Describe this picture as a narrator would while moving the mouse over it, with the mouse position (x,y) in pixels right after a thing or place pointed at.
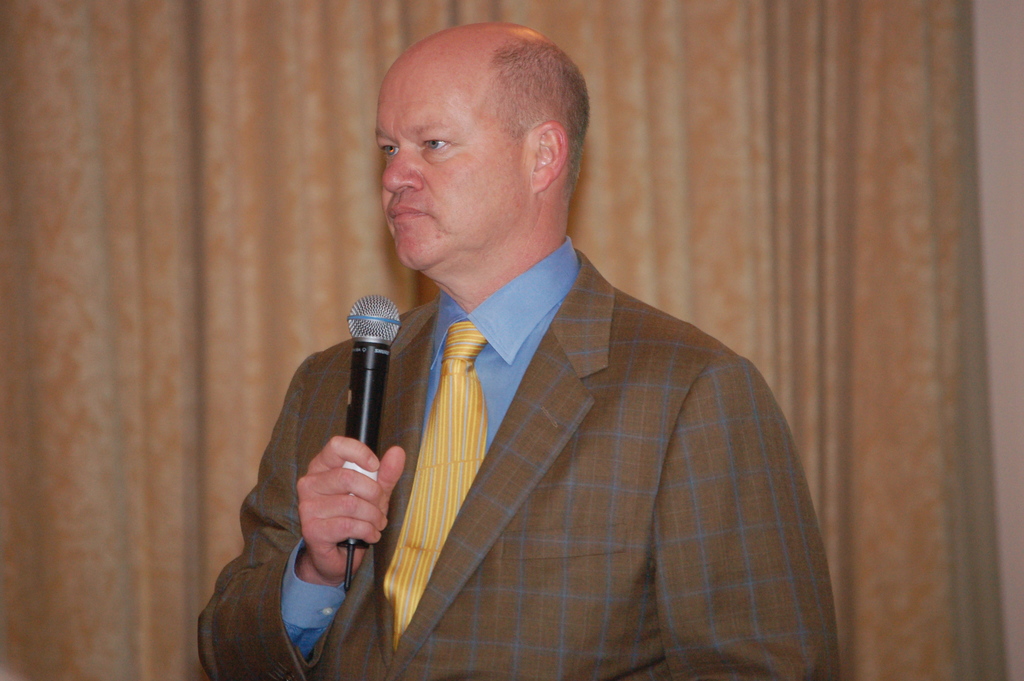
In this image there is a person (505,442) holding a mike (355,378) is wearing a suit (447,580) and a tie (434,461). Background of image (22,500) is having curtain (643,128).
